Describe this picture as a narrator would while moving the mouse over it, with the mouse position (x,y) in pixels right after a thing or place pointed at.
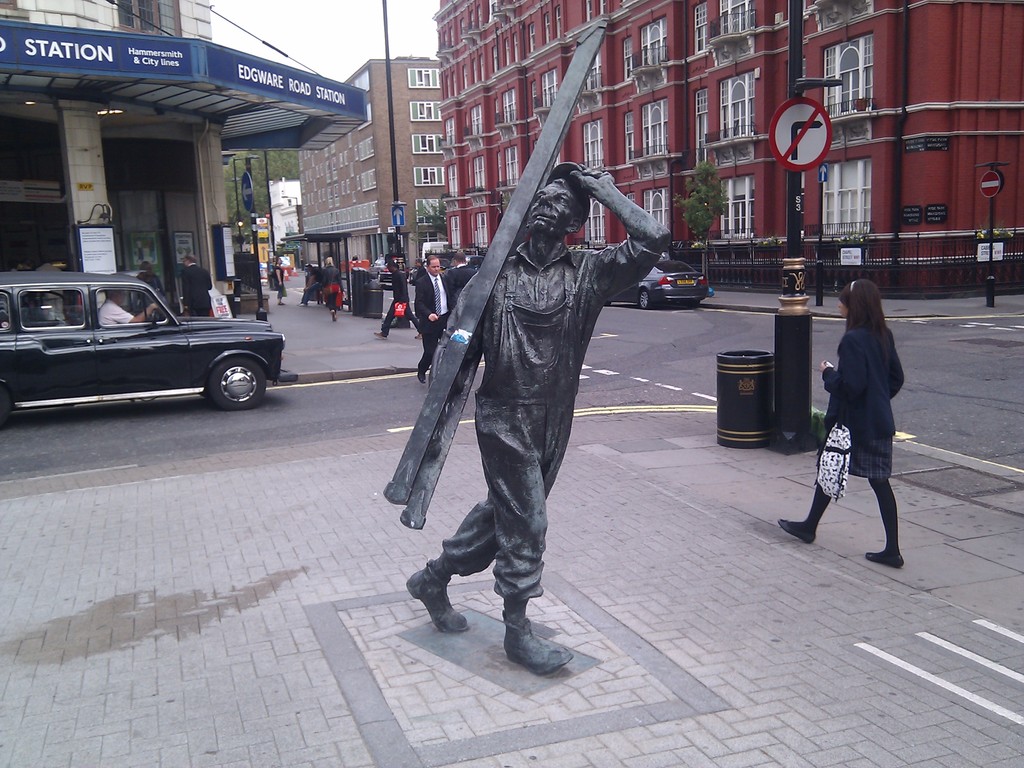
This is the image of a city (362,423) where there is a statue (545,135) of the man (581,261) carrying the iron bars (596,32) and at the right side of the statue (658,225) there is a red color building (772,235) with a pole (802,191) and the sign board (816,157) and a dustbin (751,363) and at right side of statue (567,250) there is a woman (818,501) who is walking with the white and black color bag (818,460) and at the back ground (423,346) there are some people (421,364) who are walking at the side and there is a man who is driving the car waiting in the road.
